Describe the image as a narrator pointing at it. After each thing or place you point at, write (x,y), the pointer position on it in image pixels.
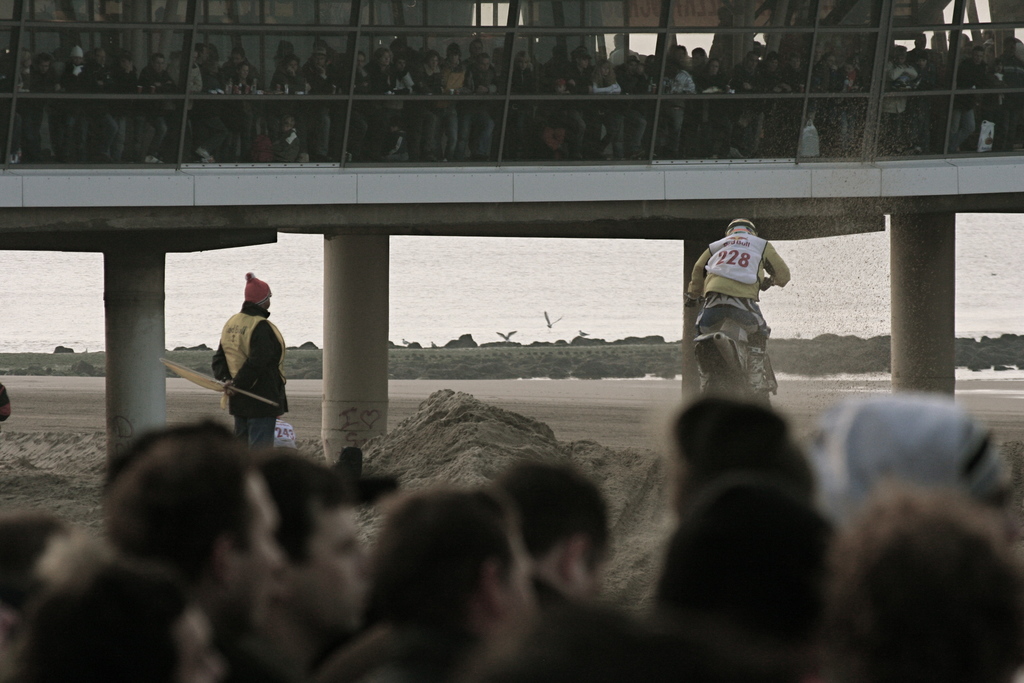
In this picture we can see a group of people (205,557) and a bridge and we can see water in the background (1010,321).
